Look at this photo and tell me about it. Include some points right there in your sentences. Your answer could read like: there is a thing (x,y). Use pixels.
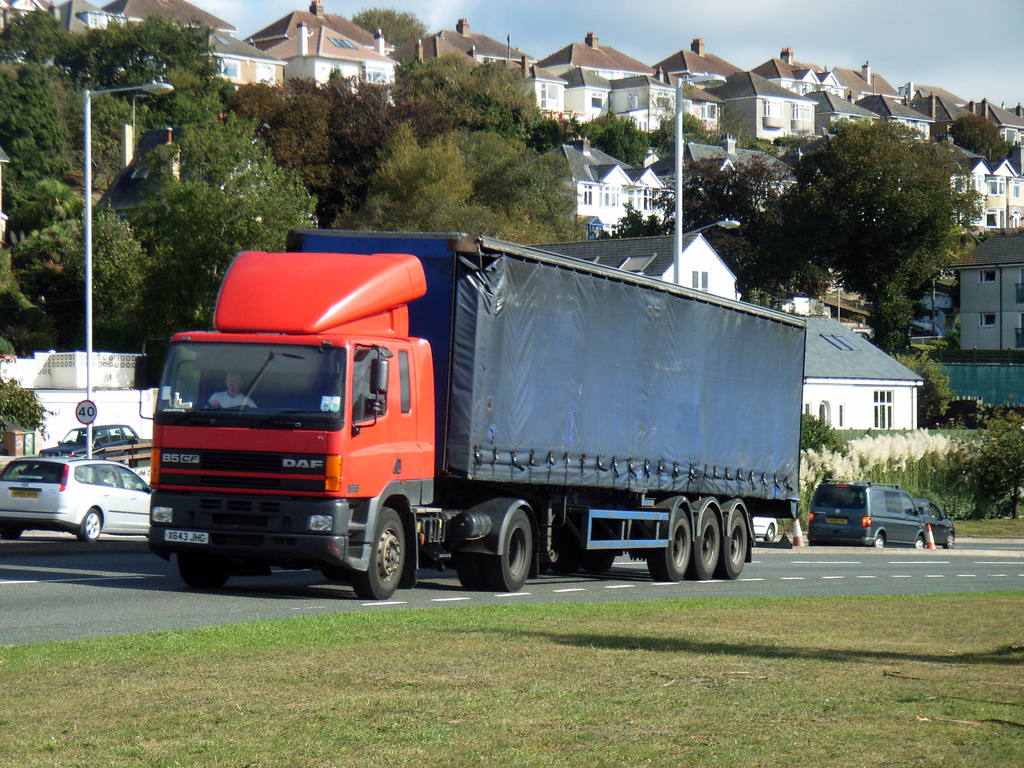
In this image I can see few roads (629,561) in the centre (556,503) and on it I can see number of vehicles (576,526). I can also see grass (338,735) in the front (909,706) and in the background (951,460). I can also see number of trees (954,133), number of buildings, few poles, few street lights (679,103), the sky (709,20) and on the left side (86,411) I can see a speed sign board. I can also see a person (236,390) in the vehicle (256,426).
